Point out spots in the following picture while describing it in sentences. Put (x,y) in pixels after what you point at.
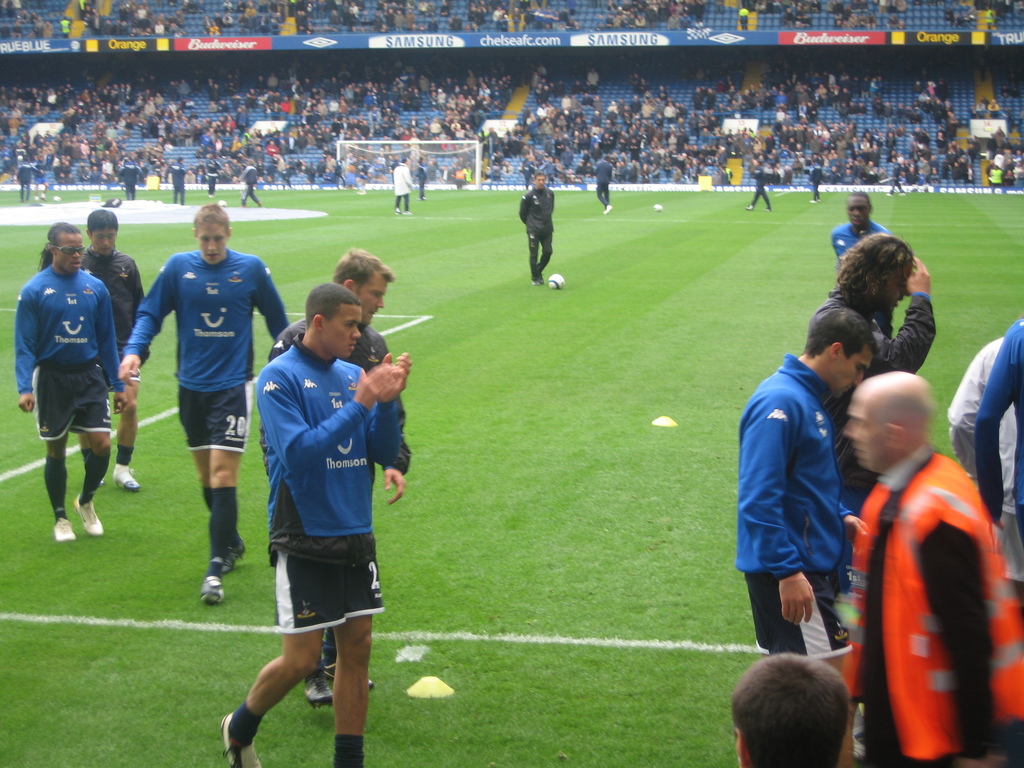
In this image I can see number of persons (828,506) are standing on the ground (500,319). In the background (270,176) I can see few balls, few persons (540,282), the goalpost (381,149), few boards (433,187), the stadium (434,88) and number of persons (678,167) in the stadium (633,84).
